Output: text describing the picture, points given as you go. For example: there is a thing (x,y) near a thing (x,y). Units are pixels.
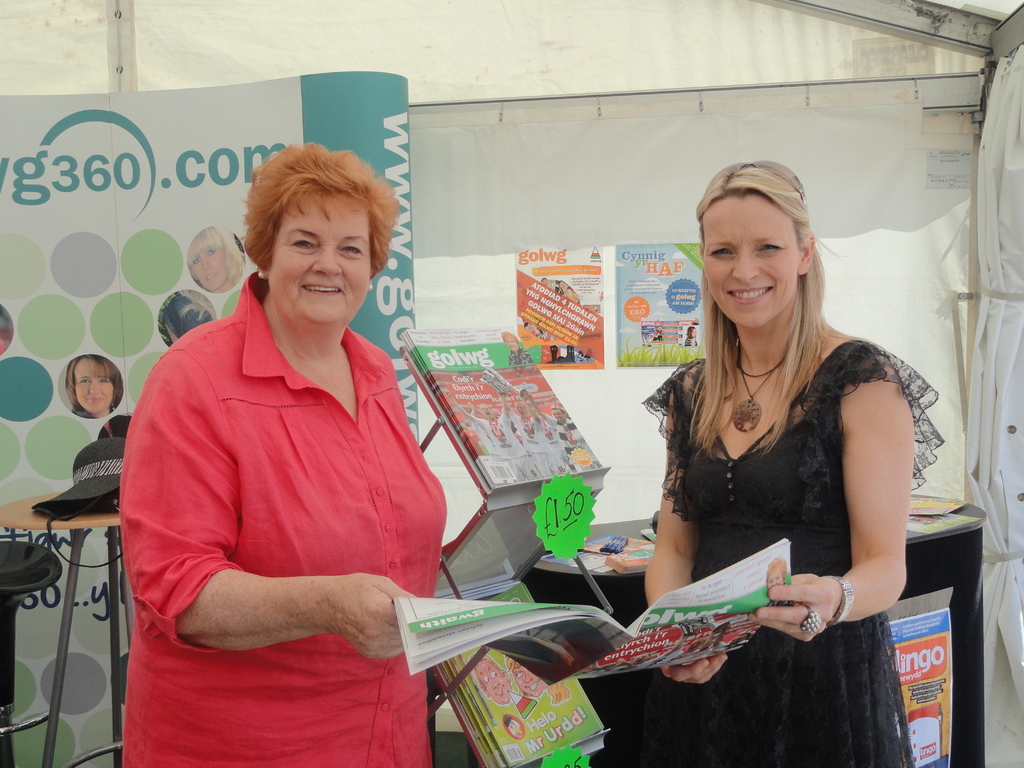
In this image I can see two women (766,518) holding a book (585,659). On the left side (87,482) I can see an object (84,501) on the table (18,519).
